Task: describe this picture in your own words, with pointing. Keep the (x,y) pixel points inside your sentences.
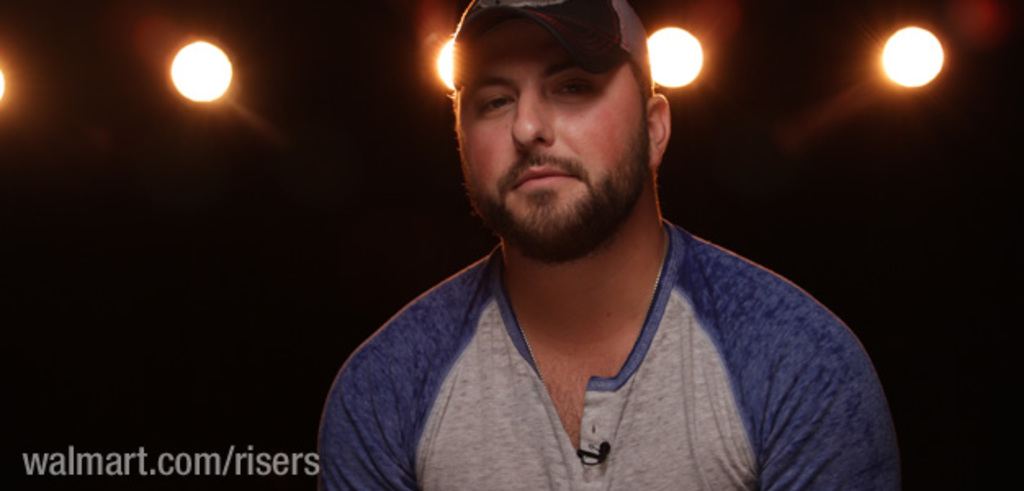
In this image we can see a person (594,269) wearing a cap (622,47) and the background (211,127) is dark, also we can see some lights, at the bottom of the image (261,475) we can see some text (225,470).
